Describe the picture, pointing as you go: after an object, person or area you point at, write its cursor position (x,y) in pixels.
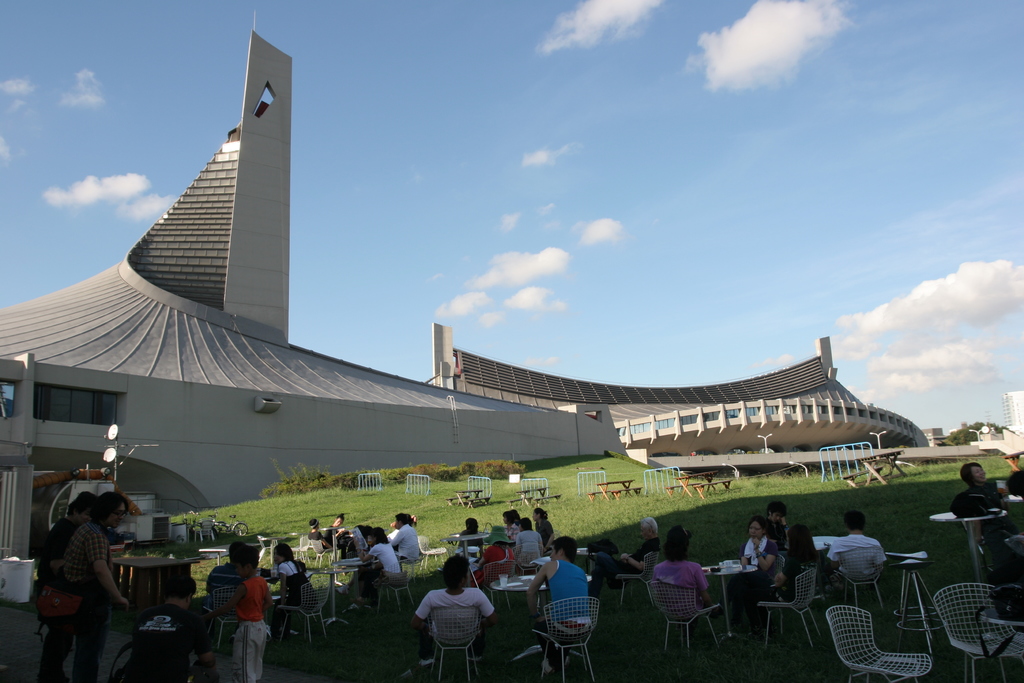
In the picture we can see a grass surface (421,592) on it, we can see many people (241,607) are sitting on the chairs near the tables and having their food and far away from it, we can see some building construction (115,375) and behind it we can see the sky (597,313) with clouds (792,3).
